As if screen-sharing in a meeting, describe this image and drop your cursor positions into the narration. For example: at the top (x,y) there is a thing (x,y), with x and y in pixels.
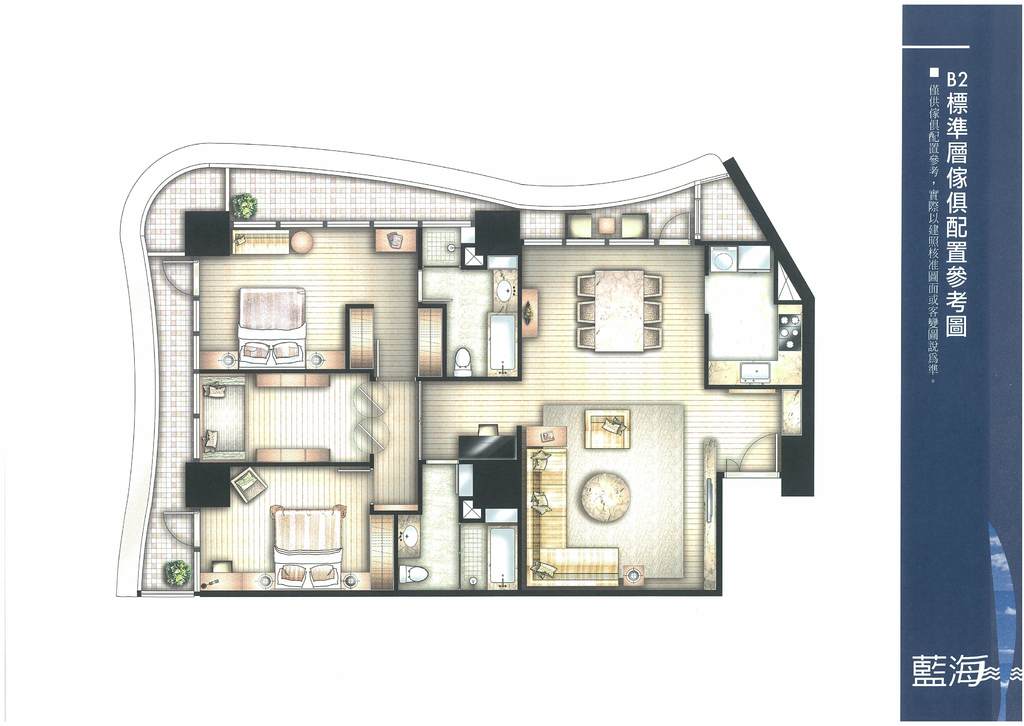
In this picture we can see a floor plan (471,266). There is a text (955,90) on the right side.
